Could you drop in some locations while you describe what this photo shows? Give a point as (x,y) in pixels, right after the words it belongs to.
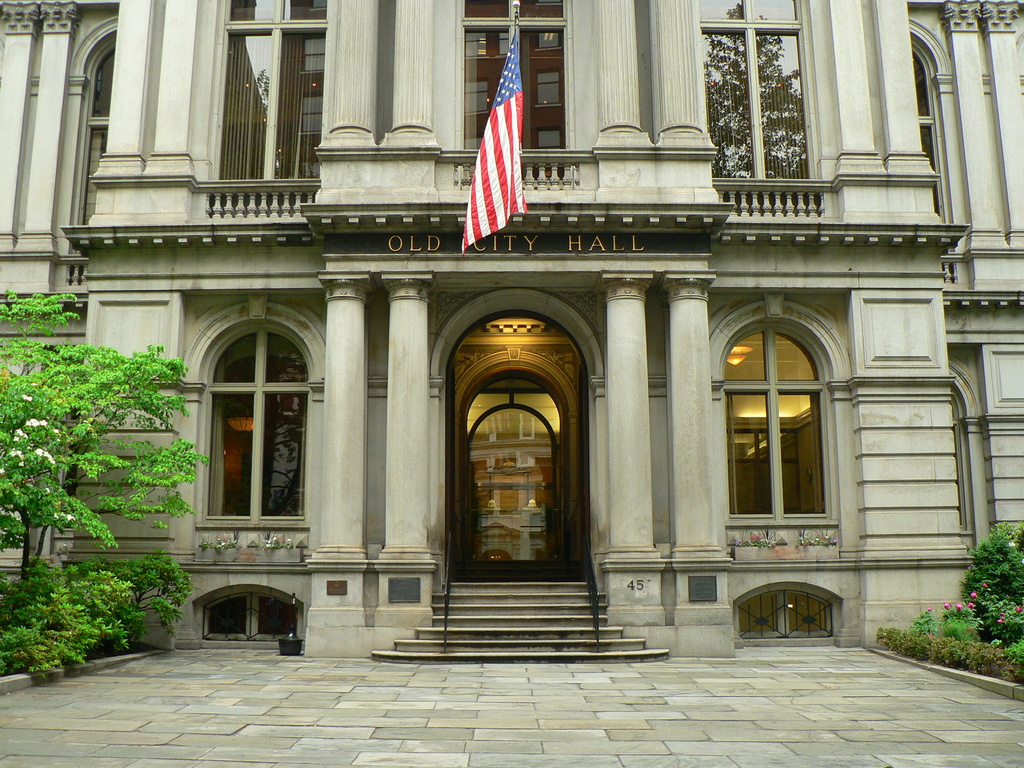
In this image we can see a building (533,84), flags (511,79), windows (741,85), pillars (684,71), staircase (549,651), railings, trees (49,425), bushes (1020,644) and shrubs (931,626).
